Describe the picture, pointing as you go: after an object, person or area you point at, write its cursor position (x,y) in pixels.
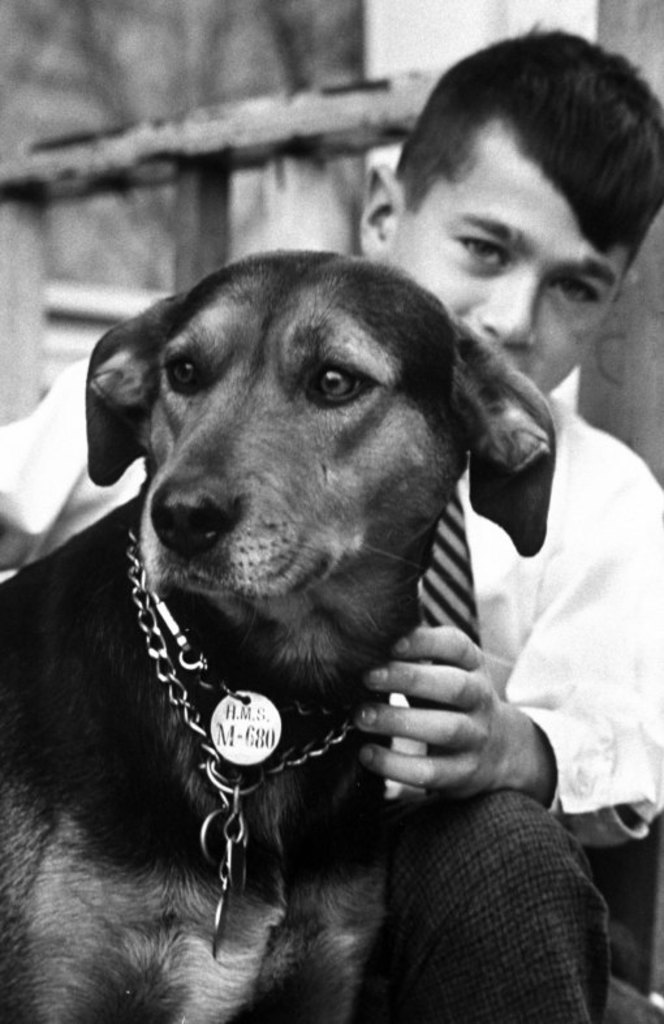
By seeing this image we can say that this is a black and white picture and in the picture, we can say that there is a boy (426,591) touching the dog (463,452).
